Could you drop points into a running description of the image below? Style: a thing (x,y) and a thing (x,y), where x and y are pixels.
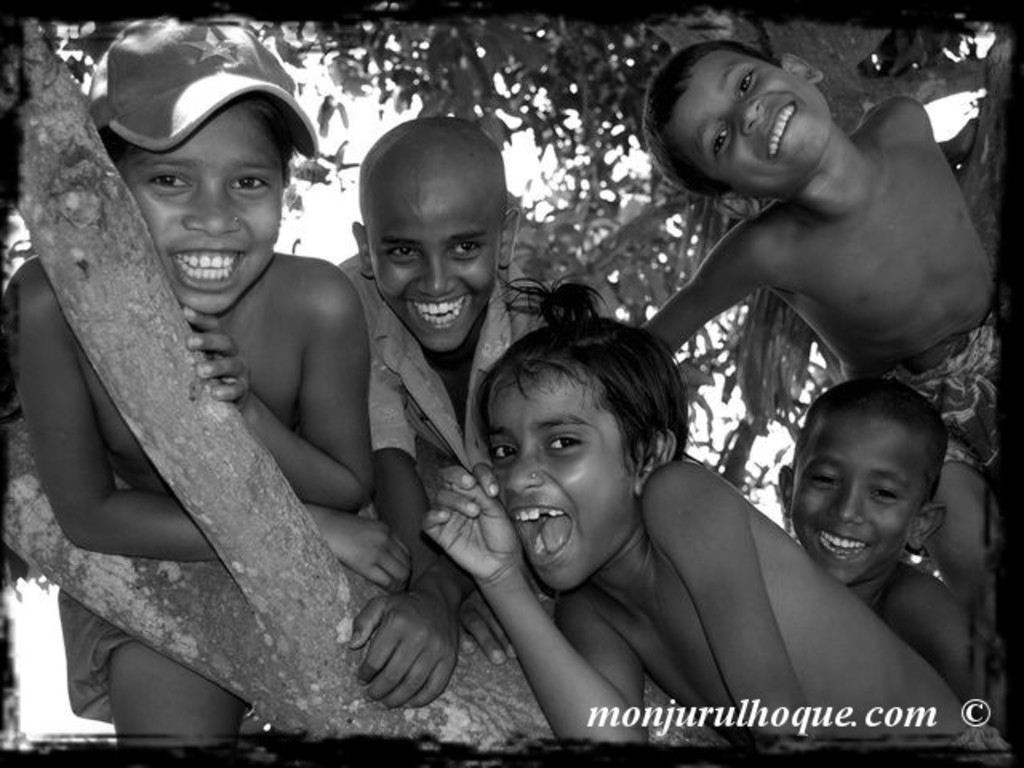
In the image in the center (546,267), we can see one tree (715,234). On the tree (633,233), we can see little kids (838,497) are sitting and they are smiling, which we can see on their faces (525,390). On the right bottom of the image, there is a watermark (802,713).
